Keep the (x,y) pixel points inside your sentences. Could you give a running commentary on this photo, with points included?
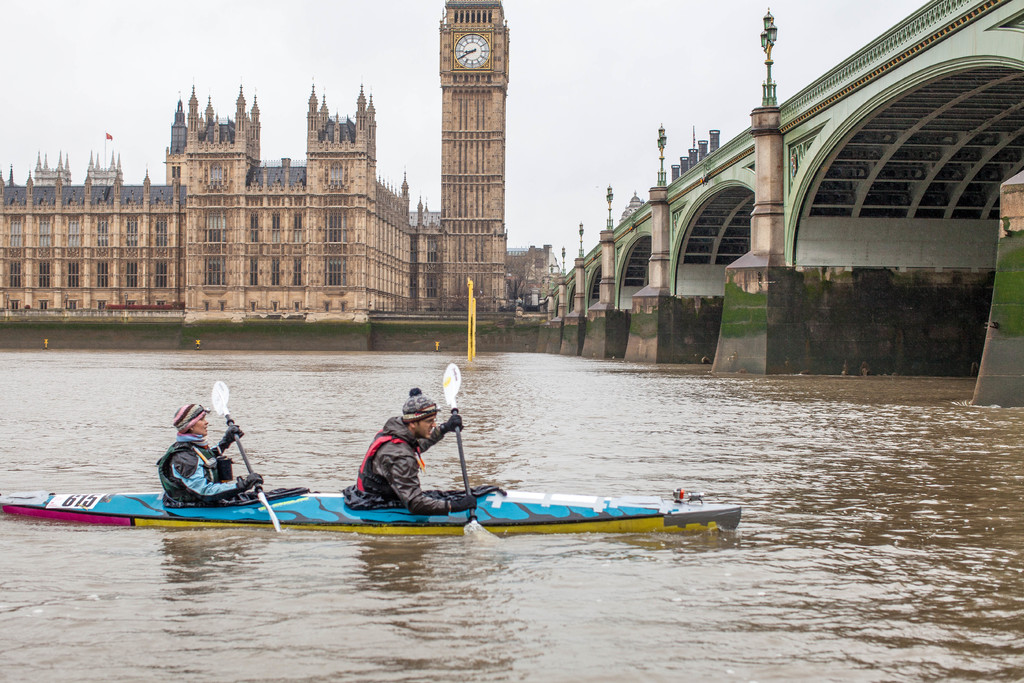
In this image there are two persons (205,486) sitting in the boat (309,517) and rowing with the sticks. On the right side (777,225) there is a bridge (753,185). At the bottom (669,574) there is water (579,553). In the background (217,249) it looks like a palace (184,203). Beside the palace (435,230) there is a tower (471,67) to which there is a wall clock (465,43). At the top (311,34) there is the sky (308,31). There are lights (768,39) on the bridge (623,234). The two persons (179,461) are wearing the caps (188,413) and jackets (385,448).
